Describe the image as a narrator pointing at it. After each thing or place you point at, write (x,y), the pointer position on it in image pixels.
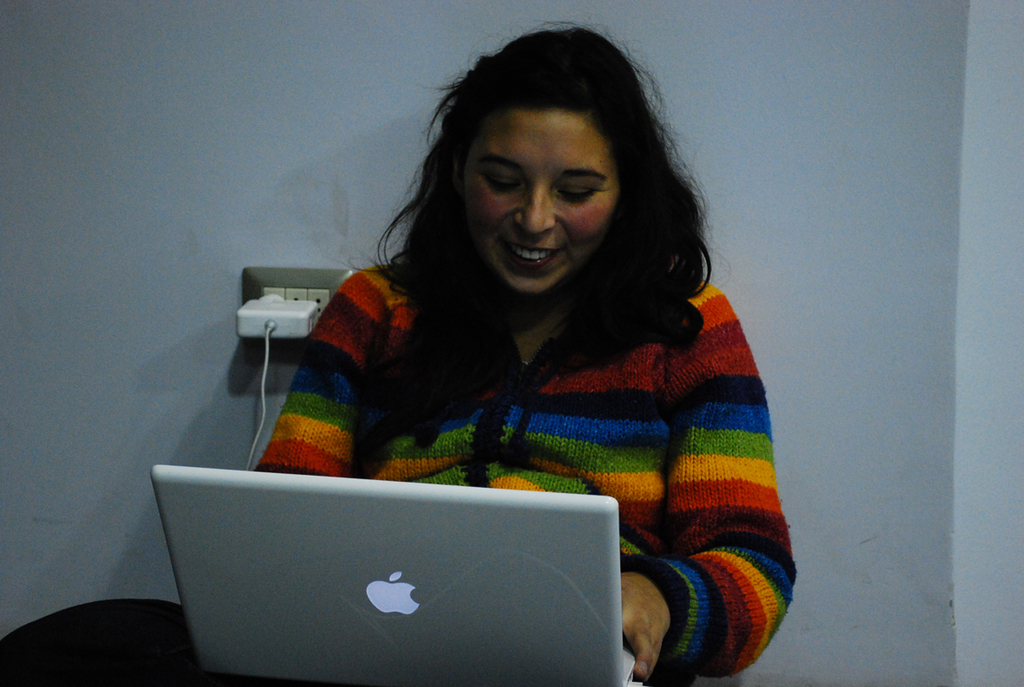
In this picture we can see a woman (596,311) smiling and in front of her we can see a laptop (512,532) and in the background (258,325) we can see a cable (267,336), device (240,313), switch board (284,289) and the wall (261,203).
